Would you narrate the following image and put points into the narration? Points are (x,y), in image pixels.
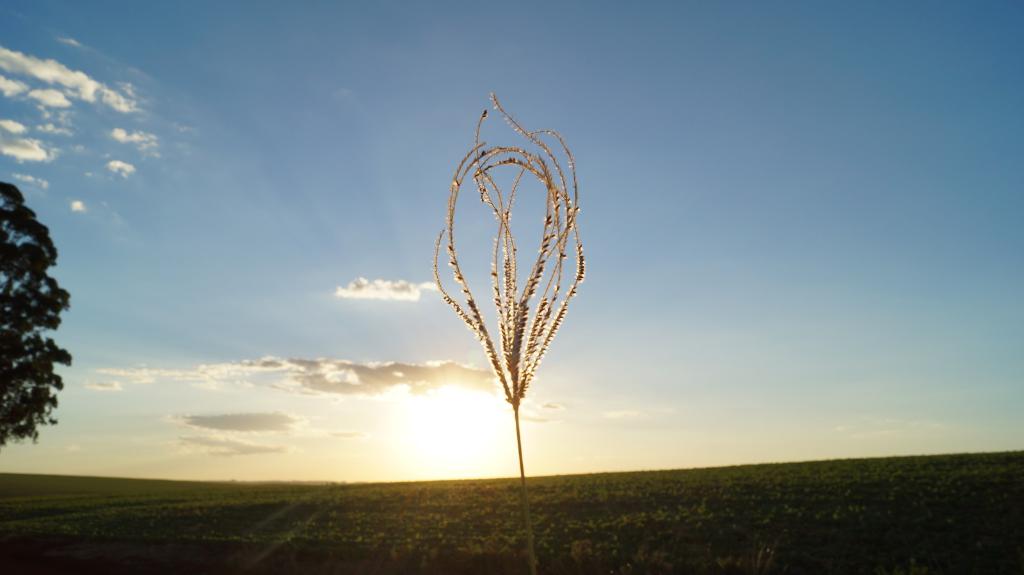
In this image we can see a plant (560,235), tree (13,257), also we can see the sun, and the cloudy sky (575,385).
